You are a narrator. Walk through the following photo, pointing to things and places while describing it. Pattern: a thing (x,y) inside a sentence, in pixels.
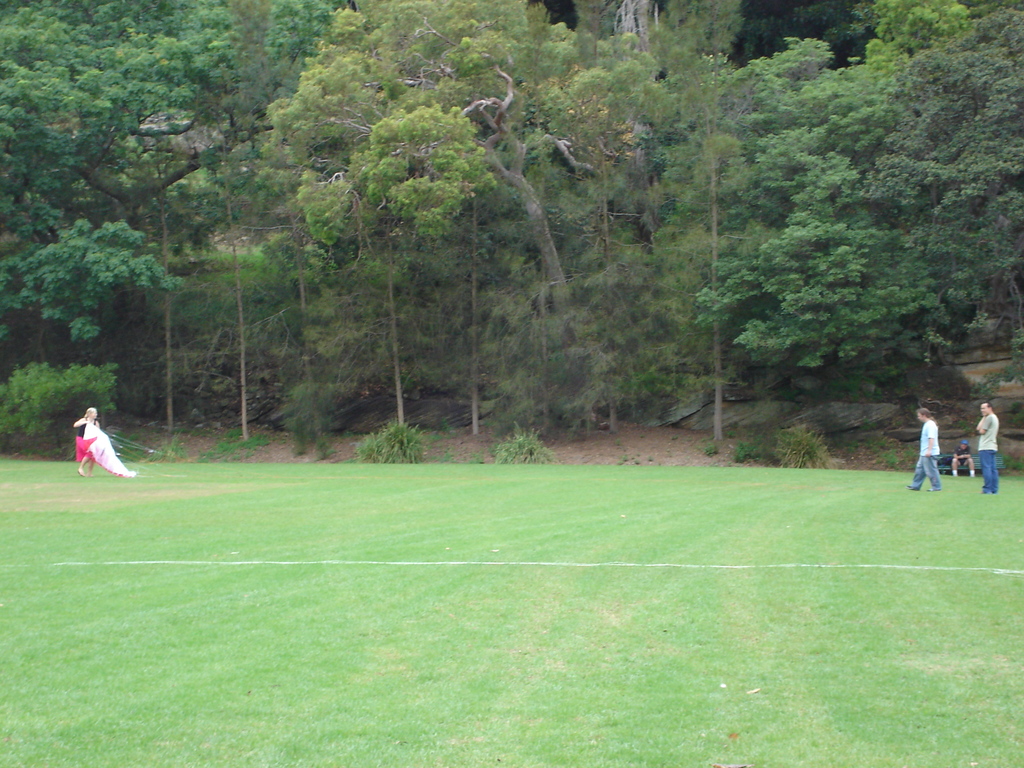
In this image there is a person (81,425) standing and holding a kite (120,472), two persons (991,475) standing on the grass (911,498), a person (959,445) sitting, and in the background (888,368) there are trees (685,365).
